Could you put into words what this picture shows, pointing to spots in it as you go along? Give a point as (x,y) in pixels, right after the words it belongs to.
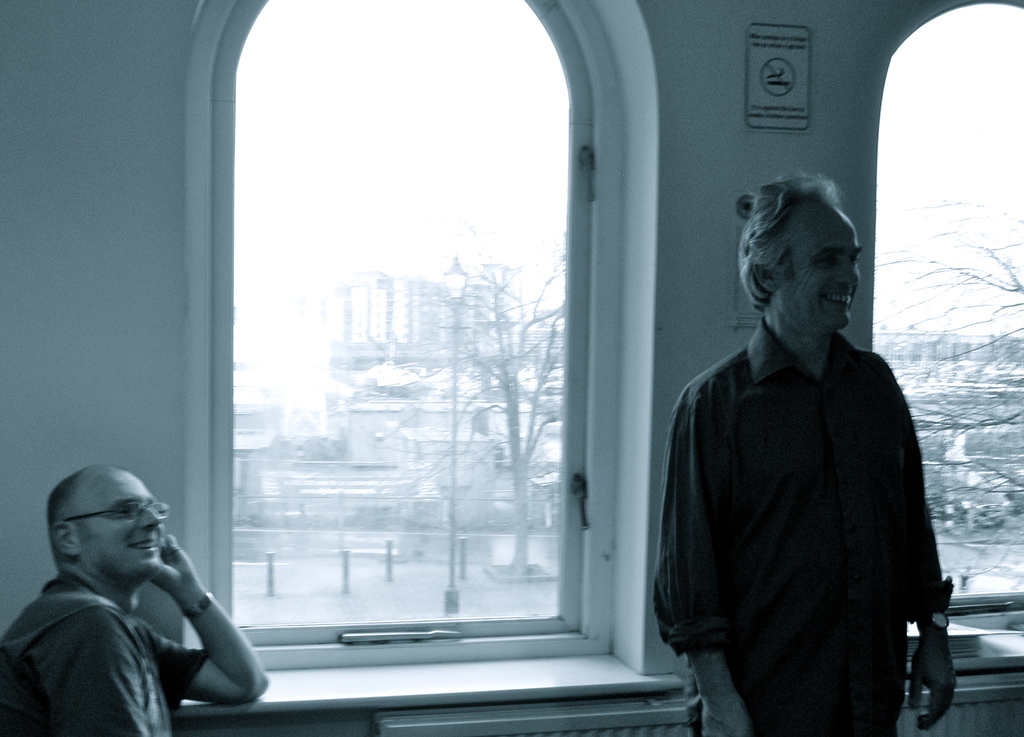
In this image I can see there is a man (92,522) sitting to the left side (89,664) and there is another man (810,459) standing on the right side (696,595) and there is a wall (5,207) behind them, there are two windows (345,431) and there are a building (362,306) and trees (509,399) visible from the window (485,514) and the sky (330,70) is clear.
